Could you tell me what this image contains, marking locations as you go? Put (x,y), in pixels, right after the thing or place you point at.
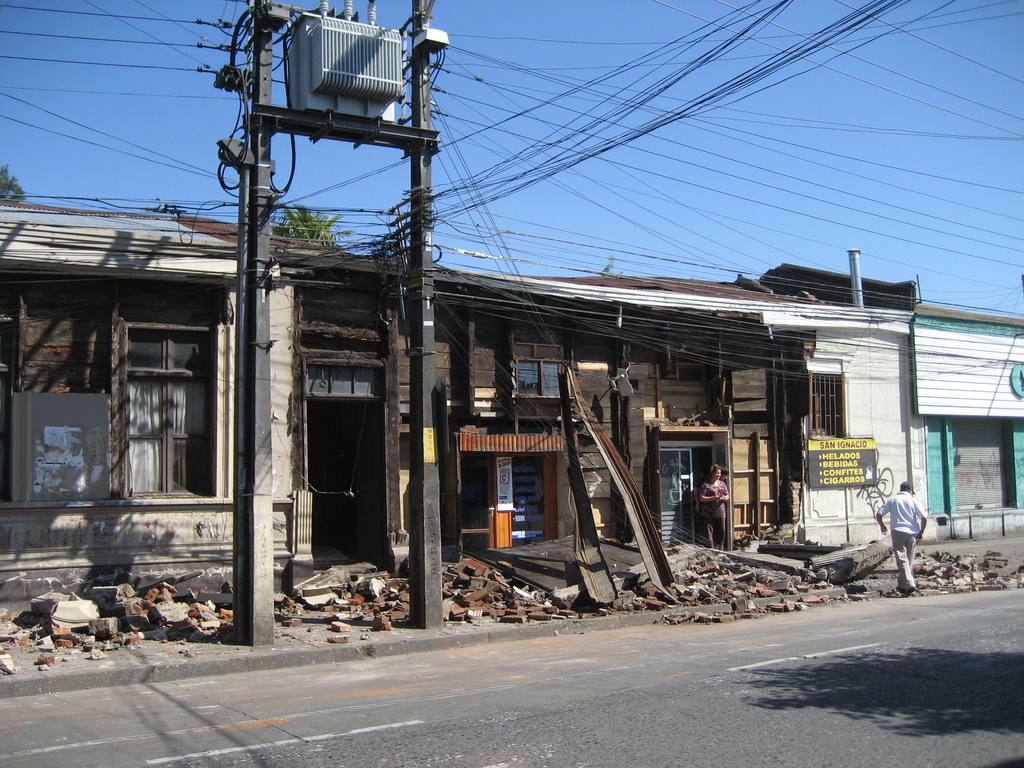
This picture consists of houses (791,439) in the middle (535,502) in front (270,157) houses (607,505) I can see persons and power line cables (156,161) and power poles (394,136), at the top (168,163) I can see the sky (904,141) and in front (710,557) house (40,539) I can see stones (846,565) and a road (479,669) and shadow (787,701) of picture visible.
